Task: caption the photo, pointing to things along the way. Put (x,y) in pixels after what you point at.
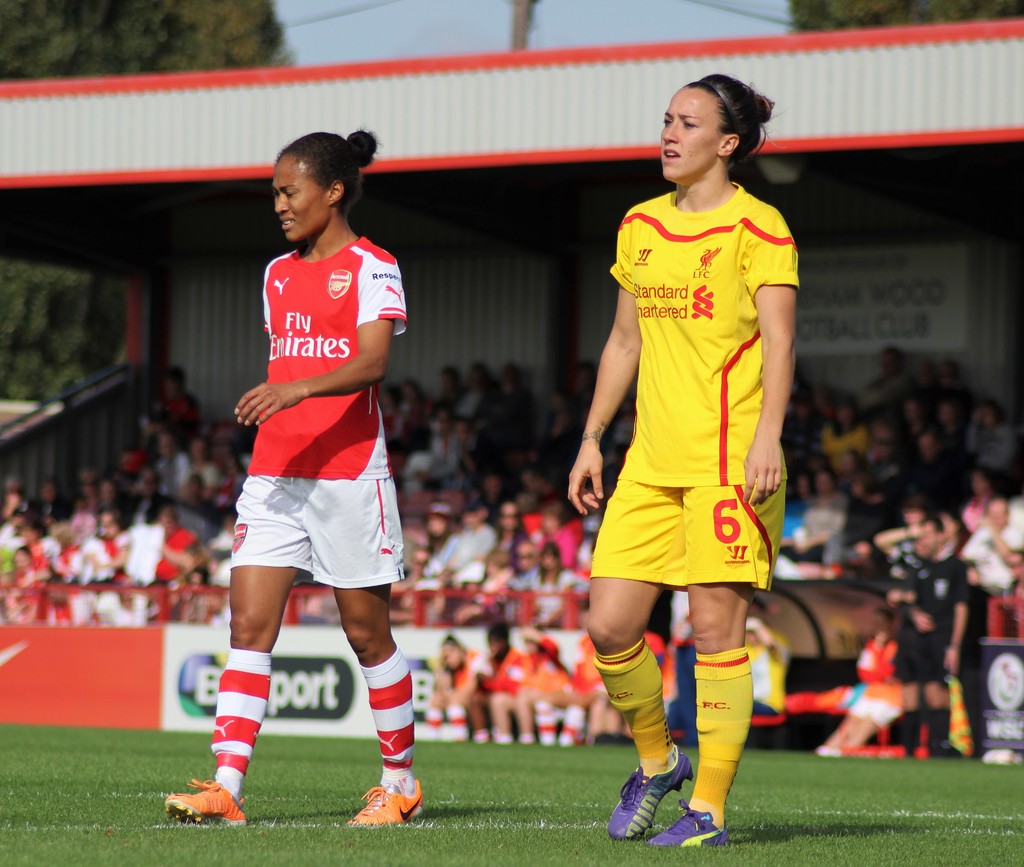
In this image I can see two people (385,650) with red, white and yellow color dresses (675,564). These people (632,518) are standing on the ground (519,817). In the background (302,621) I can see the group of people (421,456) with different color dresses (449,450) and I can see the boards (335,645). I can also see the trees (199,7) and the sky (445,22) in the back (402,36).
